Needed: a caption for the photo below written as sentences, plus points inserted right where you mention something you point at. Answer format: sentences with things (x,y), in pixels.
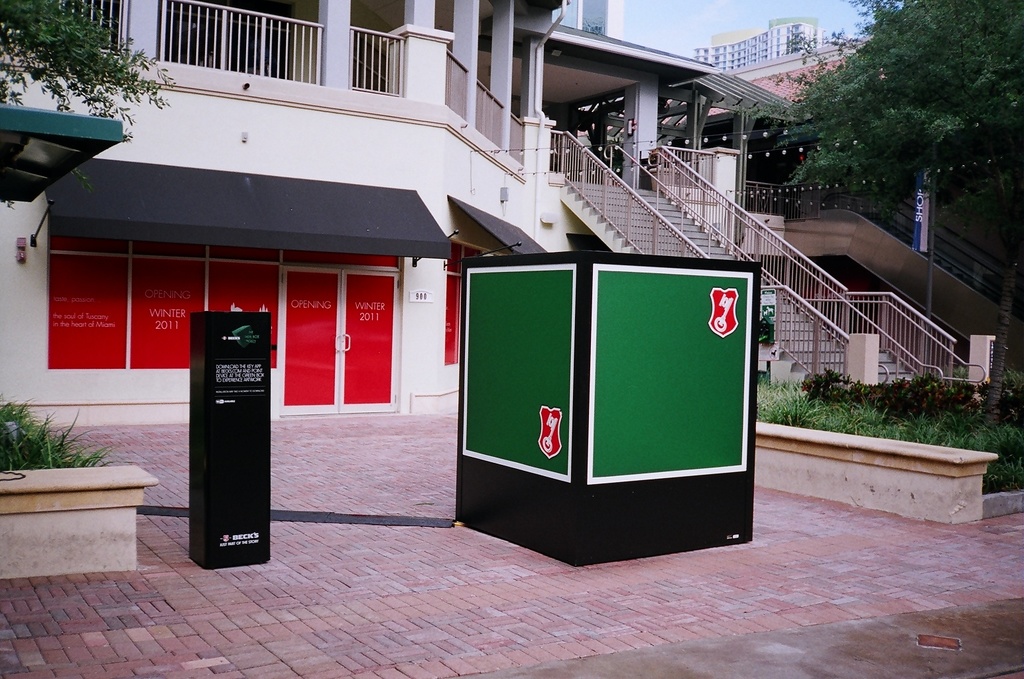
In this image I can see the ground (469,591), a black colored object (245,365) on the ground (181,545) and a huge box (526,416) which is green and black in color on the ground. I can see some grass (22,468), few trees (1011,170), few stairs (605,189), the railing (619,197) and few buildings (731,98). In the background (650,44) I can see the sky (706,23).
